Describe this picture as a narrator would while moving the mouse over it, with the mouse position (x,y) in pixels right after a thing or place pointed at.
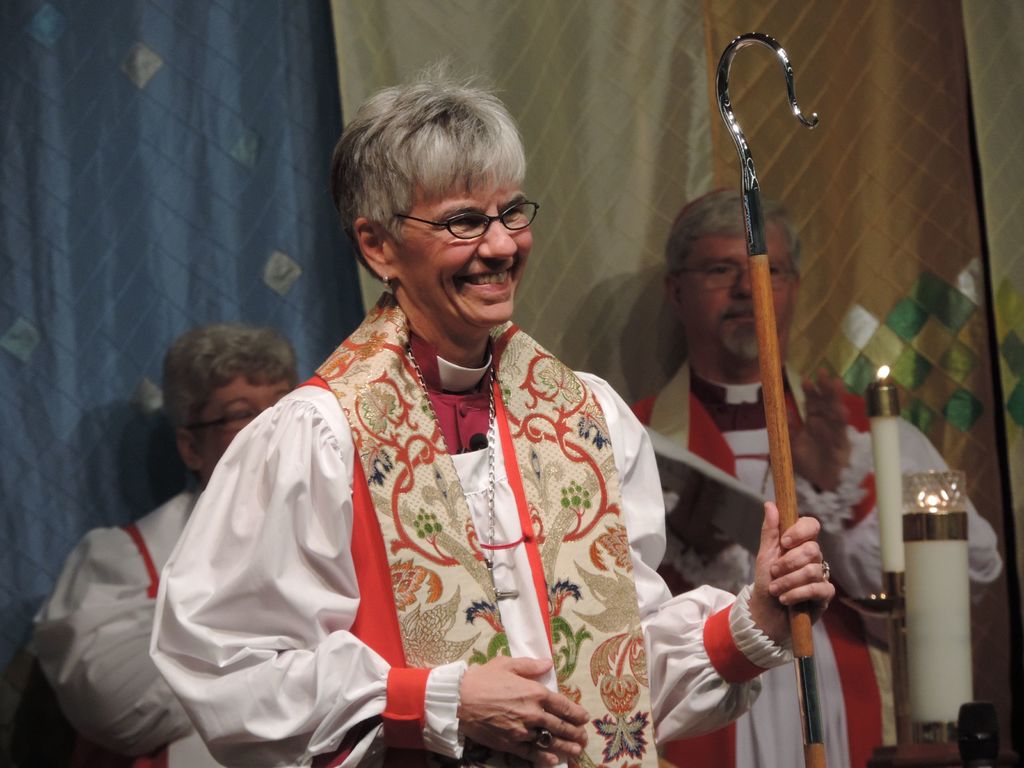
In this image, in the middle (585,511) we can see a person (574,592) standing and holding a stick (774,411). In the background (743,727), we can see two persons (862,469) and the curtains (1018,309). We can see two candles like objects (912,544) on the right side (901,534).
